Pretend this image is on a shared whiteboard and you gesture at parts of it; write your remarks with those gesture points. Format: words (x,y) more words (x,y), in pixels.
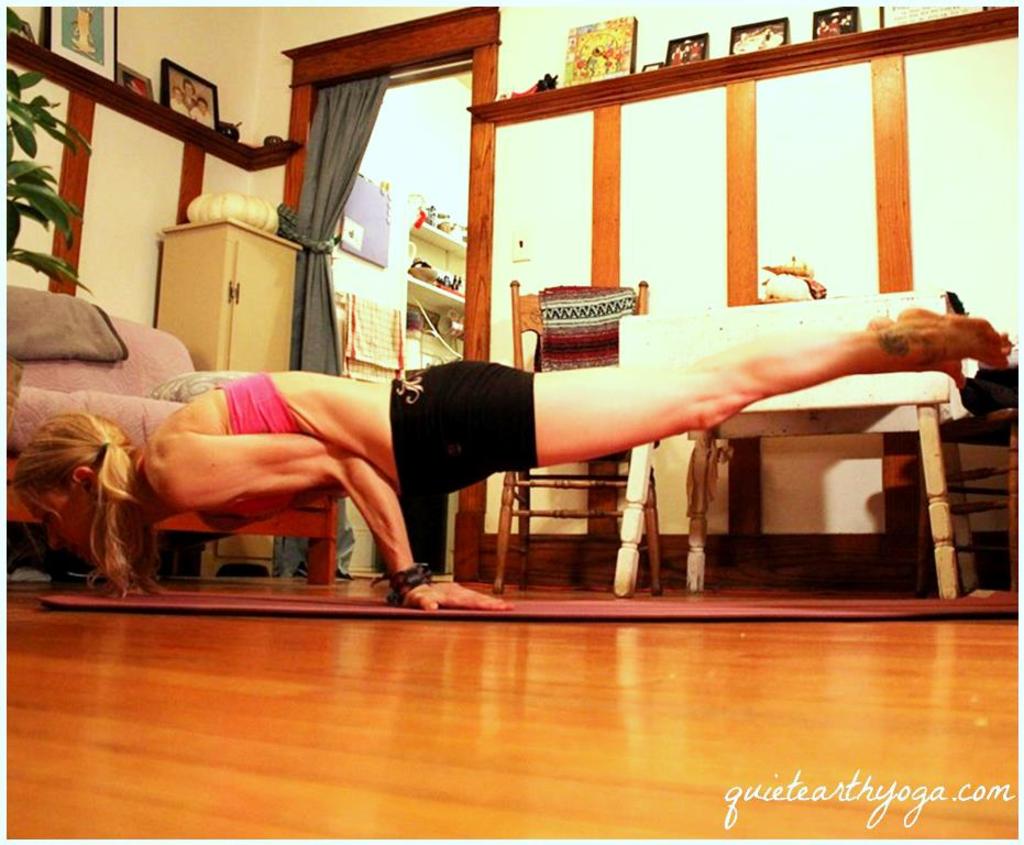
In this image there is a girl (477,418) who is exercising by keeping her hand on the floor (334,586). In the background (299,300) there is a curtain (334,164). On the right side (714,78) there is a shelf (681,82) on which there are frames (765,28). On the left side (23,387) there is a sofa (19,404) near the cupboard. In the rooms (400,210) there are shelves (430,289) on which there are some objects (424,211). At the bottom (243,689) there is a wooden floor (362,705).
